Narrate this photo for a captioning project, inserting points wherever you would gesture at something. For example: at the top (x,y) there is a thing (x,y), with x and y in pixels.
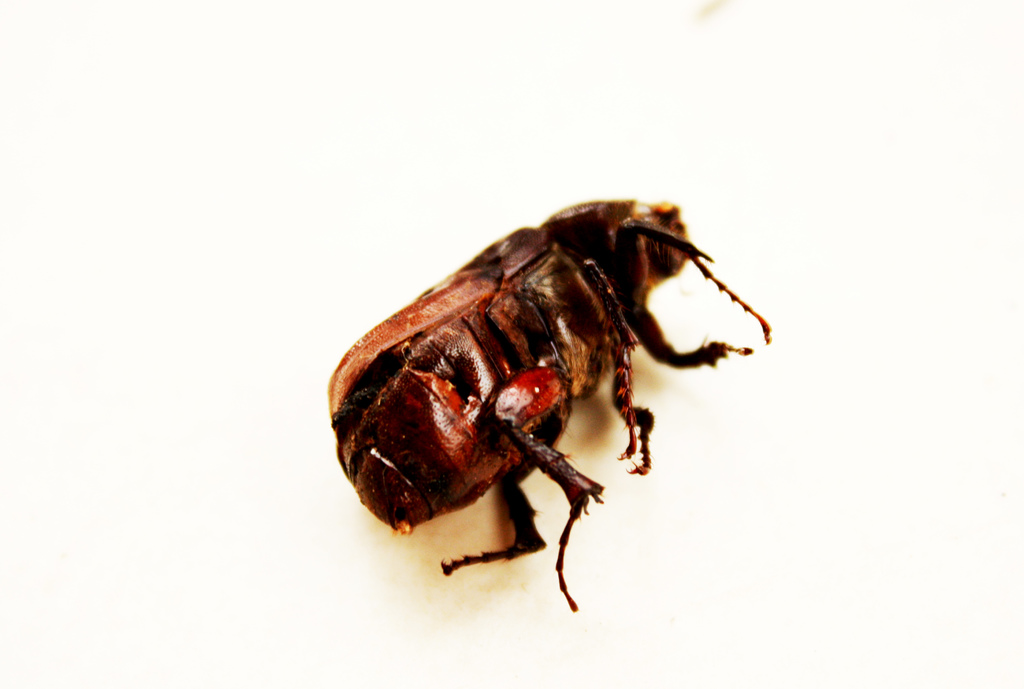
In this picture we can see an insect (580,206) lying and in the background (522,592) it is white color.
